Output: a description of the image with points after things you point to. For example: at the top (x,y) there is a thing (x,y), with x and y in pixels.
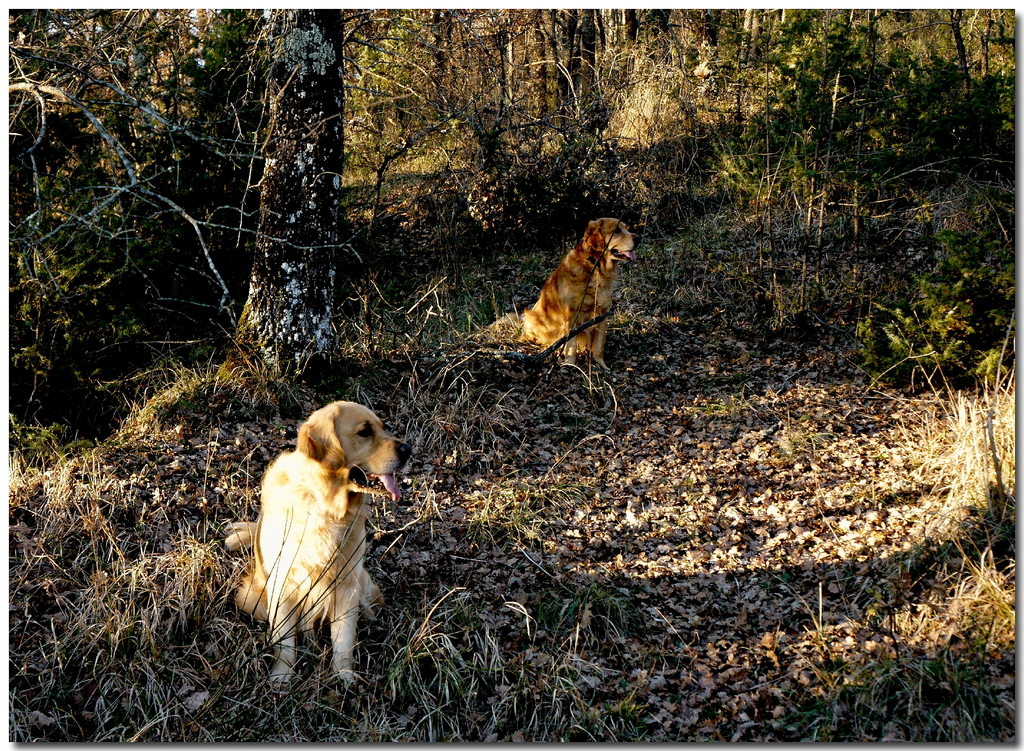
In this image we can see dogs (571,257) sitting on the ground (453,445), shredded leaves (549,378), plants (717,254), trees (284,102).
